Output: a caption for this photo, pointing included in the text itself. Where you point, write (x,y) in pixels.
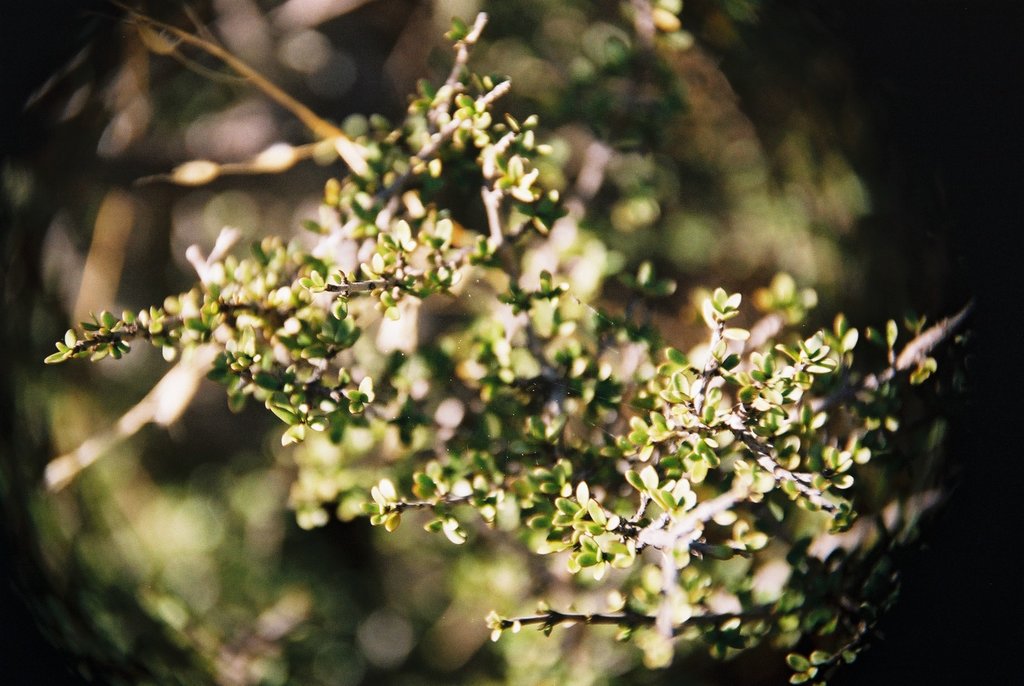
In this image there is a plant (676,479), in the background (535,57) it is blurred.
